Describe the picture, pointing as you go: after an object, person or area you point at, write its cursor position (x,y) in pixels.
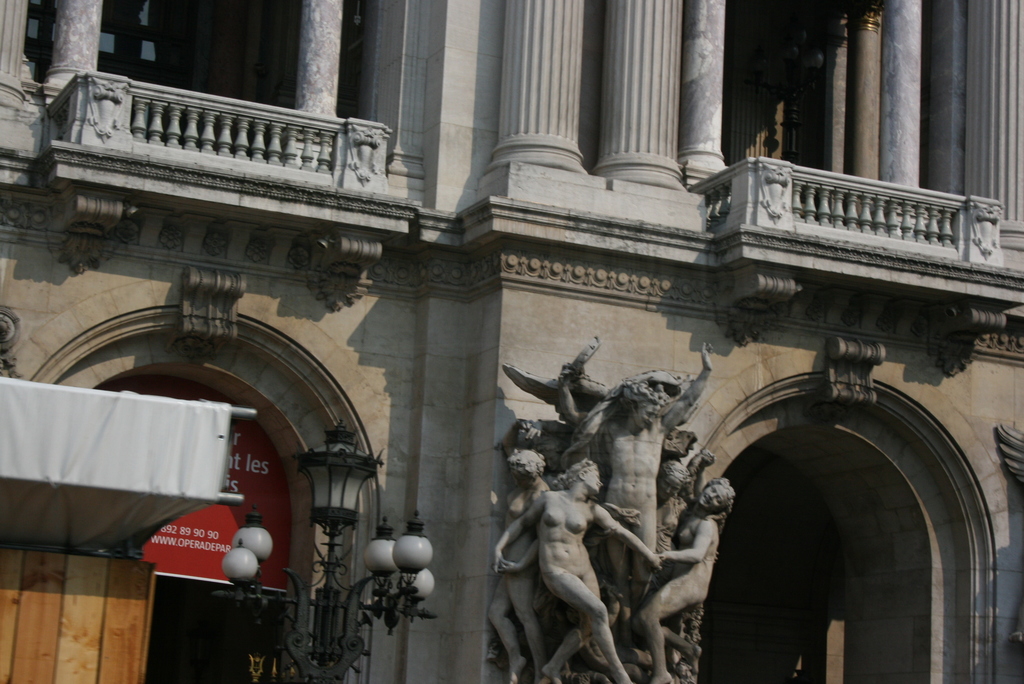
In this picture there is a building (744,183). In the foreground (192,665) there are sculptures (650,649) on the wall (635,362) and there are doors (177,671) and there is a board (182,554) on the wall (364,428) and there are lights (319,489) on the pole (356,652). At the top (536,48) there are pillars (646,59).
